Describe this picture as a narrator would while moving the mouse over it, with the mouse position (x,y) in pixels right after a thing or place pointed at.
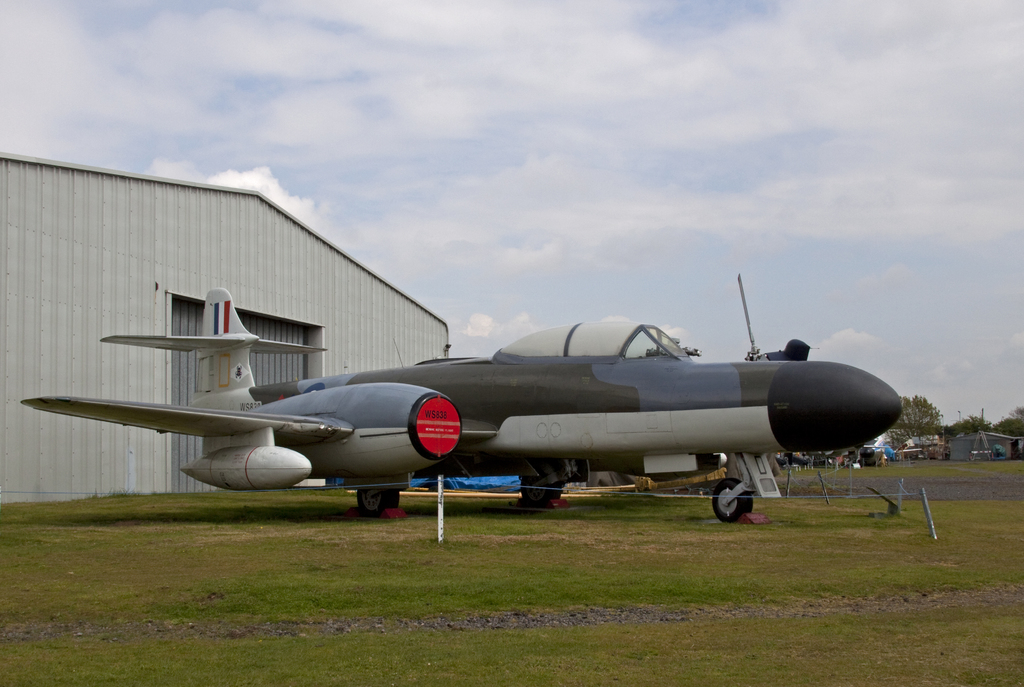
In this image I can see the aircraft (675,425), shed (188,306), trees (926,417), fencing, grass (938,470) and few objects (908,446). The sky (590,150) is in blue and white color.
